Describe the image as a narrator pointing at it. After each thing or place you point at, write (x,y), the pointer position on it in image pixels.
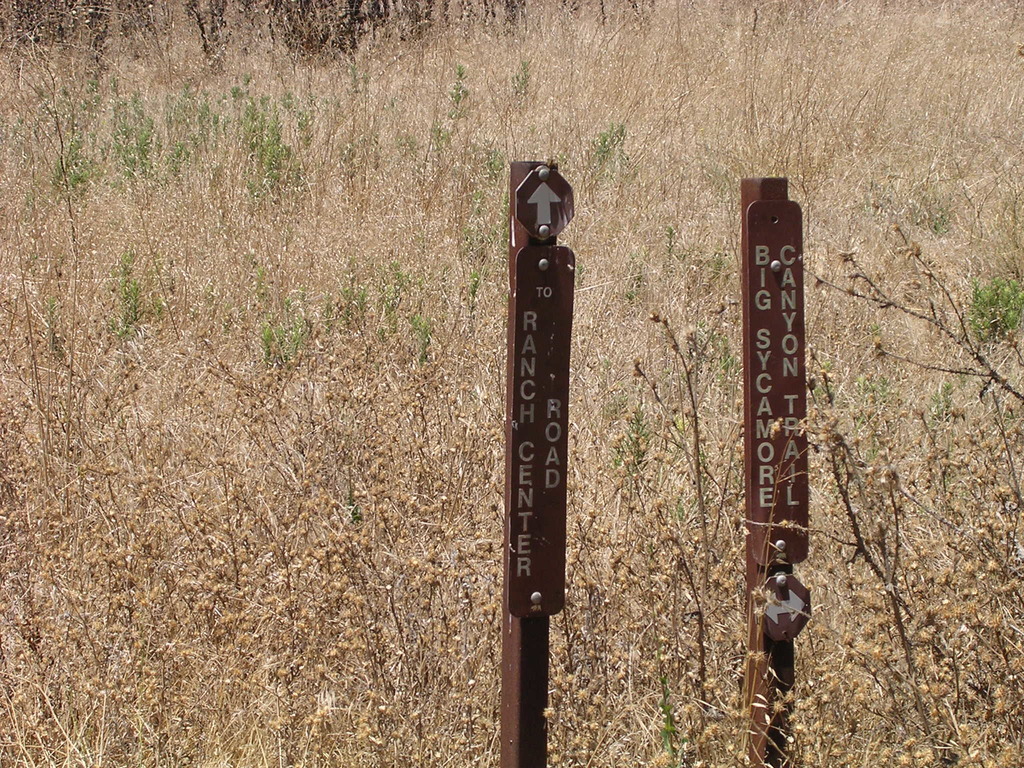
In this image we can see many plants (920,180). There are two poles (773,358) in the image.
